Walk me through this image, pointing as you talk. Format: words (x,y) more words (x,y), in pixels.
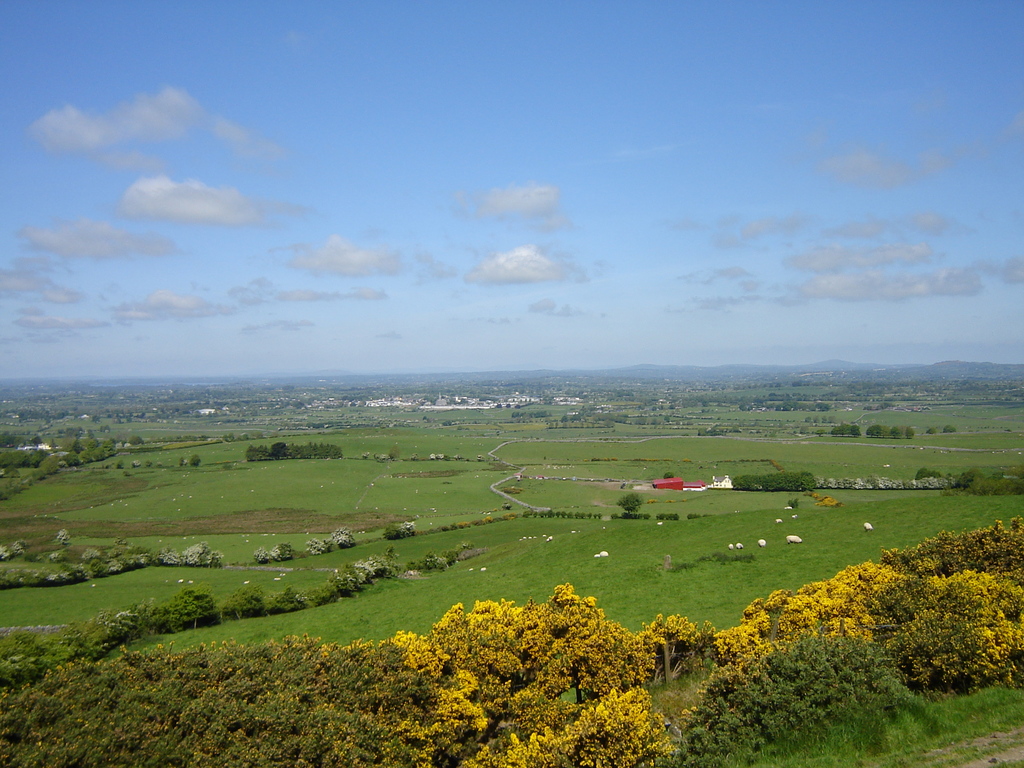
Here we can see ground (611,551) and trees (762,682). In the background (537,228) there is sky (673,226) with clouds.
